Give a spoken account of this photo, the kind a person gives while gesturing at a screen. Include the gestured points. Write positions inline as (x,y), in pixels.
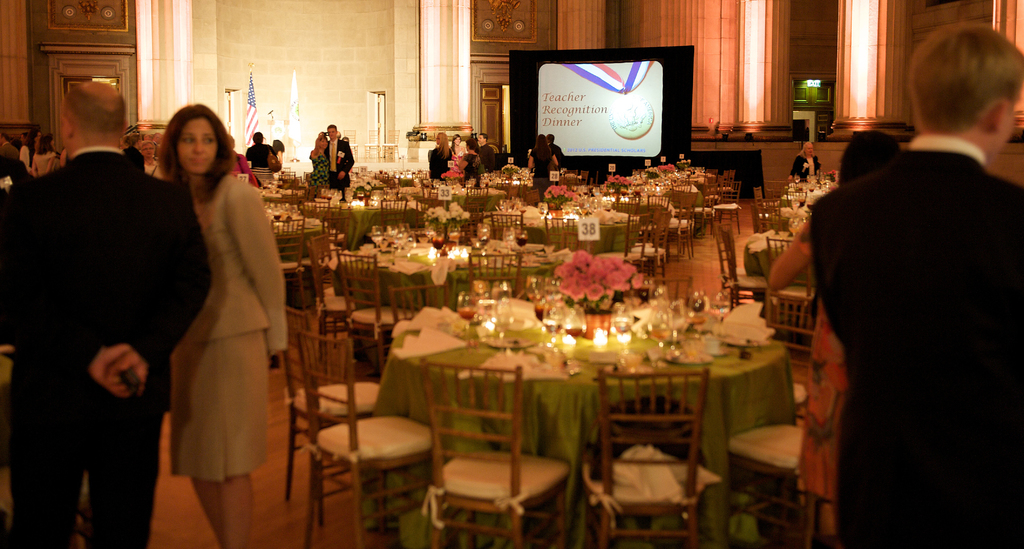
In the image we can see there are people (209,176) who are standing and in between there are table (420,267) and chair (332,359) and on the table (608,343) there are wine glass (630,330), plates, food item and lightings (599,334).
